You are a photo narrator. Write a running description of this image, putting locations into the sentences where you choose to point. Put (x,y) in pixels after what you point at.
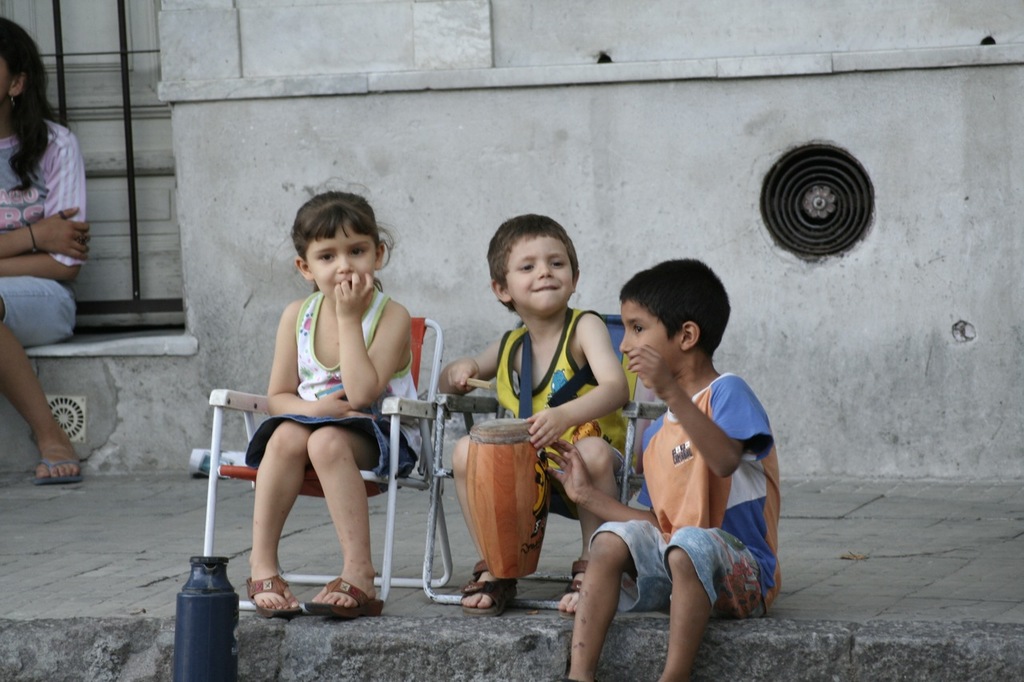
This 2 kids (534,425) are sitting on a chair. This kids (583,427) is holding a musical drum (517,470). This woman (13,329) is sitting on a wall (85,354). This kid (692,422) is also sitting on a wall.
